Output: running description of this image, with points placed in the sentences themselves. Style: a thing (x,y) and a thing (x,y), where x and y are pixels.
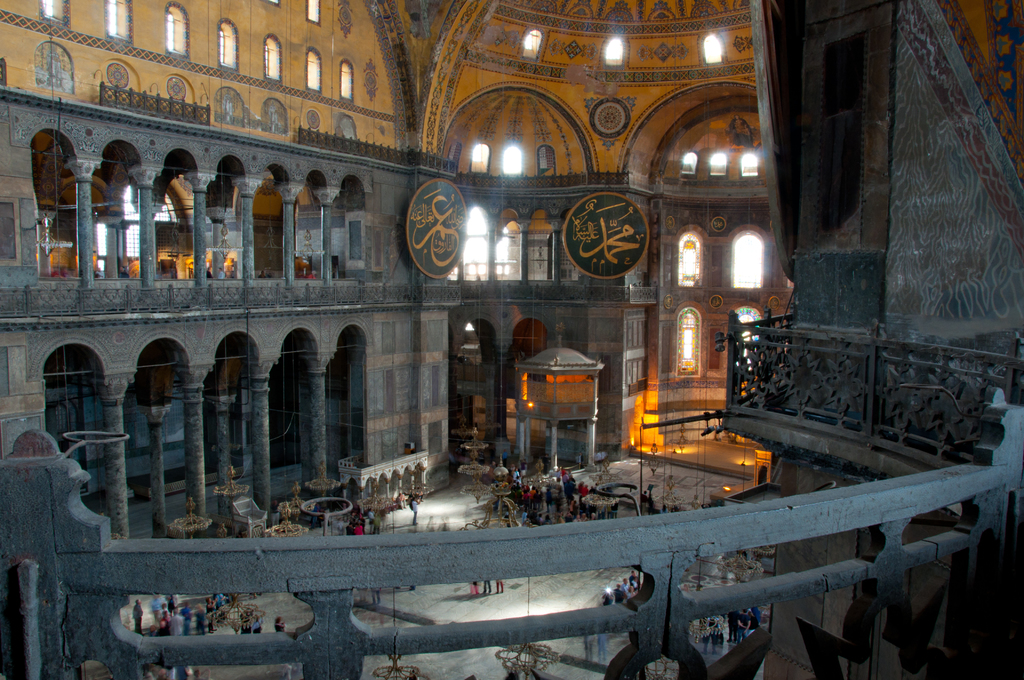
This is an inside view of a building (546,107) and here we can see boards (610,260), ceiling lights (324,471), people (522,497), railings (631,298), lights (679,451) and we can see pillars (199,205) and some other objects (324,522). At the bottom (504,589), there is a floor (505,593).
